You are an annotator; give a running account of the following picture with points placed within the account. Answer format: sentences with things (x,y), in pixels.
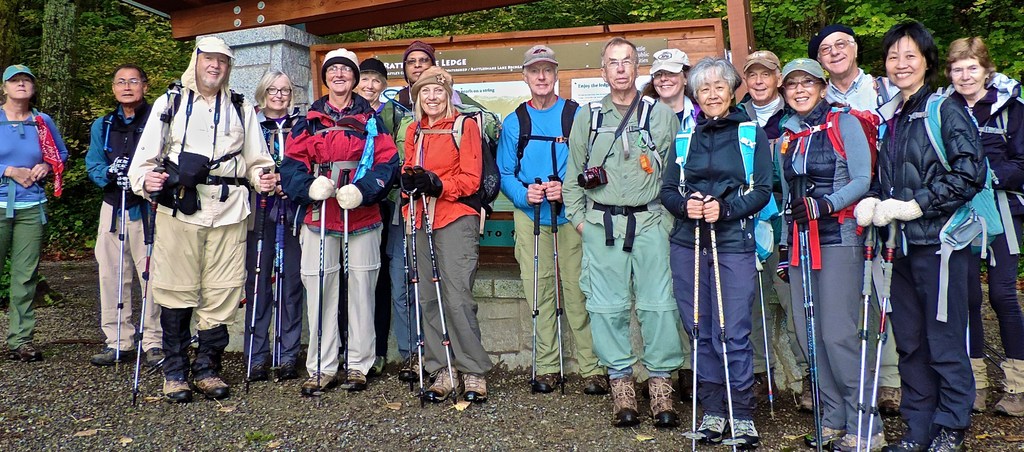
In the middle of the image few people (20,97) are standing and holding sticks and smiling. Behind them there is a banner (400,82) and there are some trees (880,26).
